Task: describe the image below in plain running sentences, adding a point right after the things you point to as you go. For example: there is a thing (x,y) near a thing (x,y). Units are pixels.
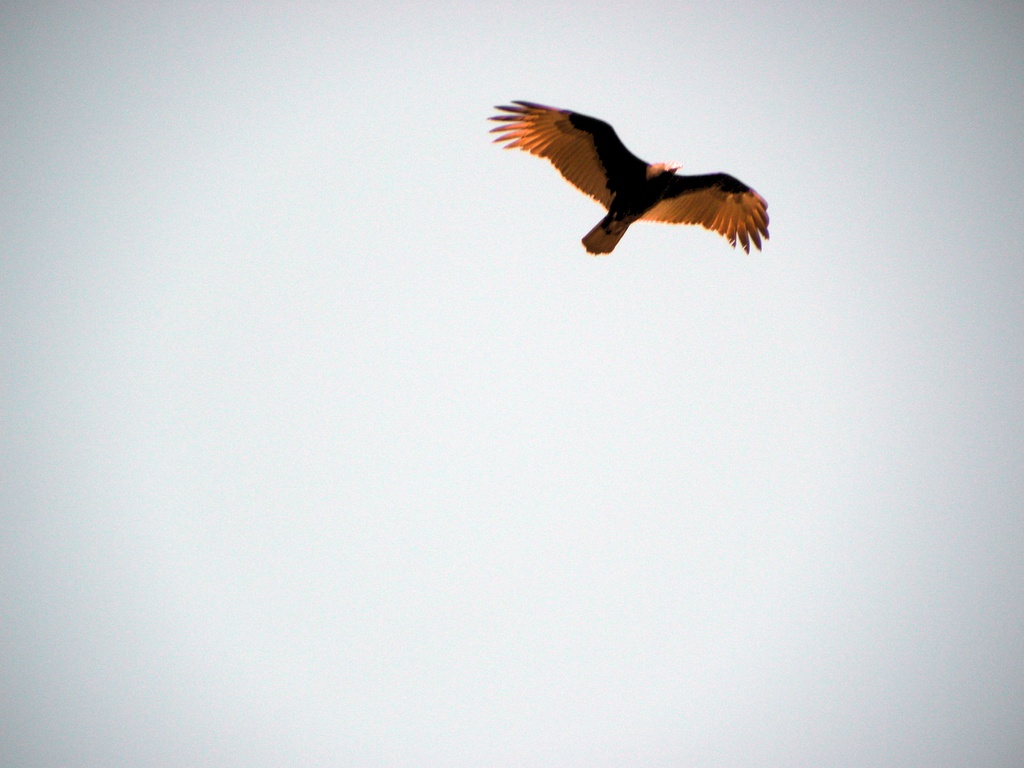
In this image in the center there is a bird (618,193) flying in the sky (59,622).
